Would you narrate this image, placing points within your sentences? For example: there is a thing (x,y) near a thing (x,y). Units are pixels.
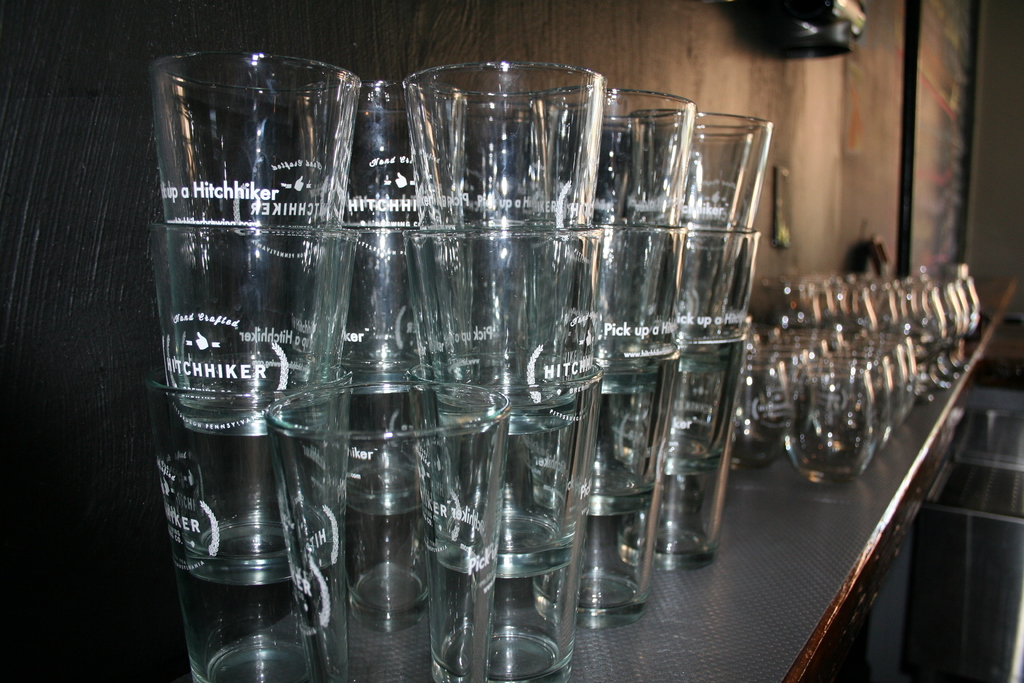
In the center of the image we can see one table (738,470). On the table (931,462), we can see glasses (768,393), jars (870,347) and a few other objects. On the glasses (567,473), we can see some text (588,365). In the background (698,81) there is a wooden wall (730,77), black color object (791,41), frame (938,193) and a few other objects (982,603).
